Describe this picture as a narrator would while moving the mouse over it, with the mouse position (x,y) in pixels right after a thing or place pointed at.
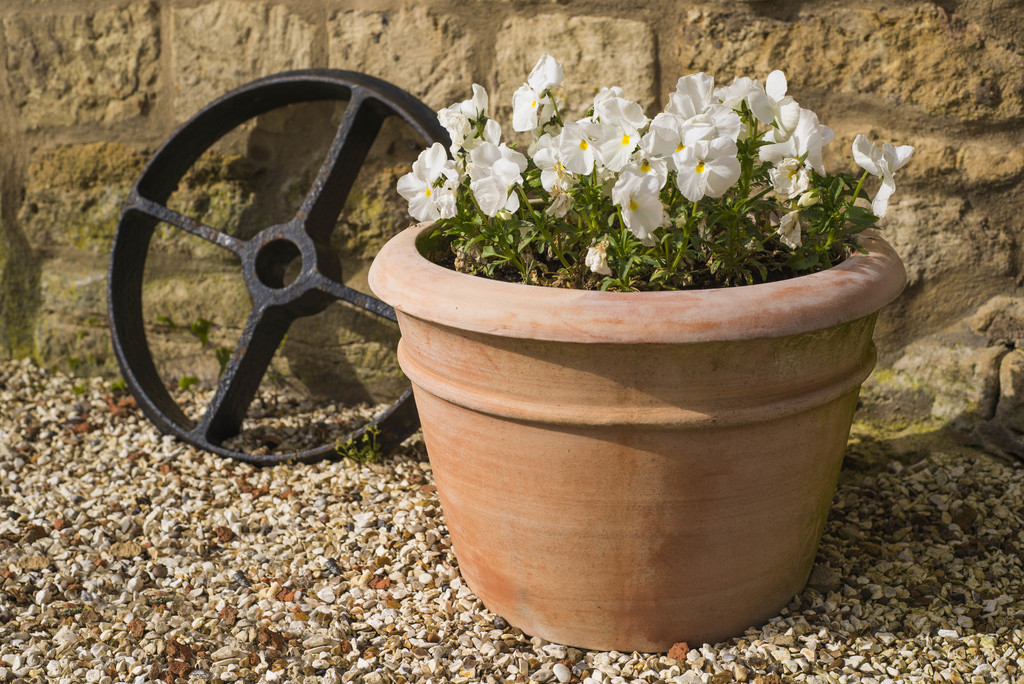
In this image, we can see a plant (681,127) with flowers (715,105) in a pot (631,300). We can also see a metal object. We can see the ground (131,636) with some objects (53,499). In the background (593,37), we can see the wall (593,37).
